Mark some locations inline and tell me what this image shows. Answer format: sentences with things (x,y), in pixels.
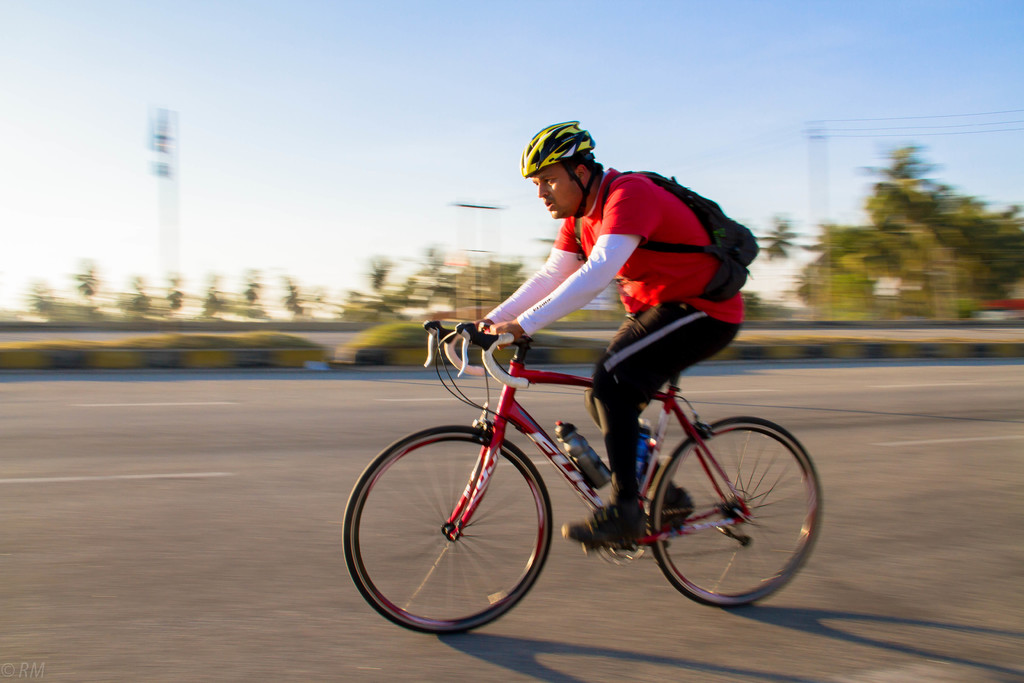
In this image we can see a person (597,255) riding a bicycle (571,382) wearing helmet (559,141) and bag (739,267) on the road (418,547). In the background of the image (760,265) there are trees (146,301), pole (156,136) and sky (340,193).
